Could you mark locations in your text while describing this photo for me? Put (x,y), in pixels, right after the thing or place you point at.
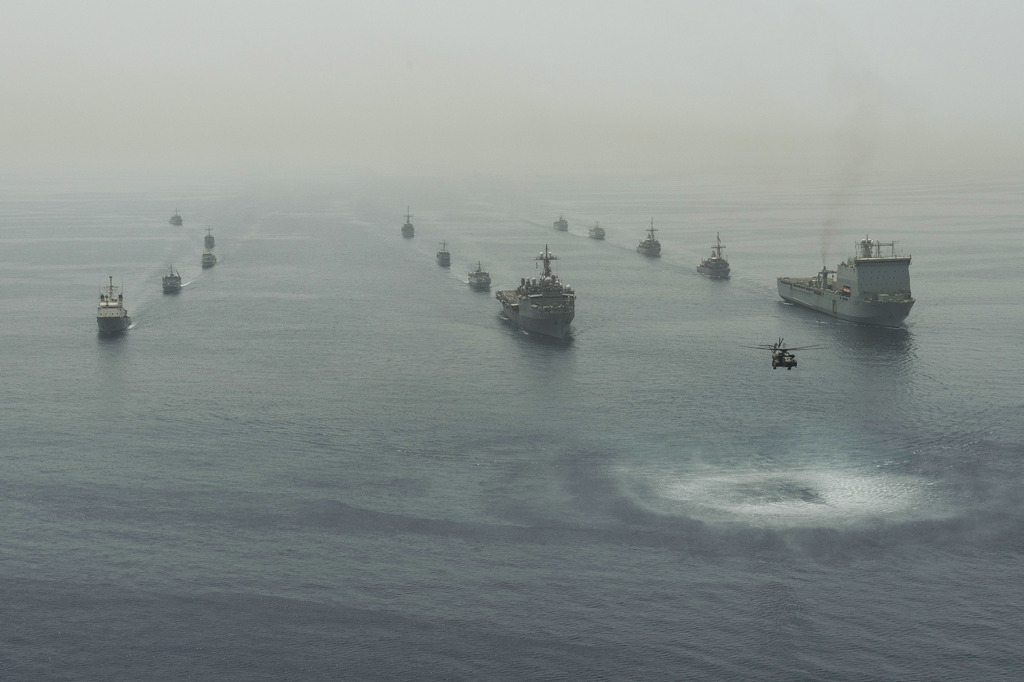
In the image I can see a ocean (650,310) in which there are some boats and a helicopter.
